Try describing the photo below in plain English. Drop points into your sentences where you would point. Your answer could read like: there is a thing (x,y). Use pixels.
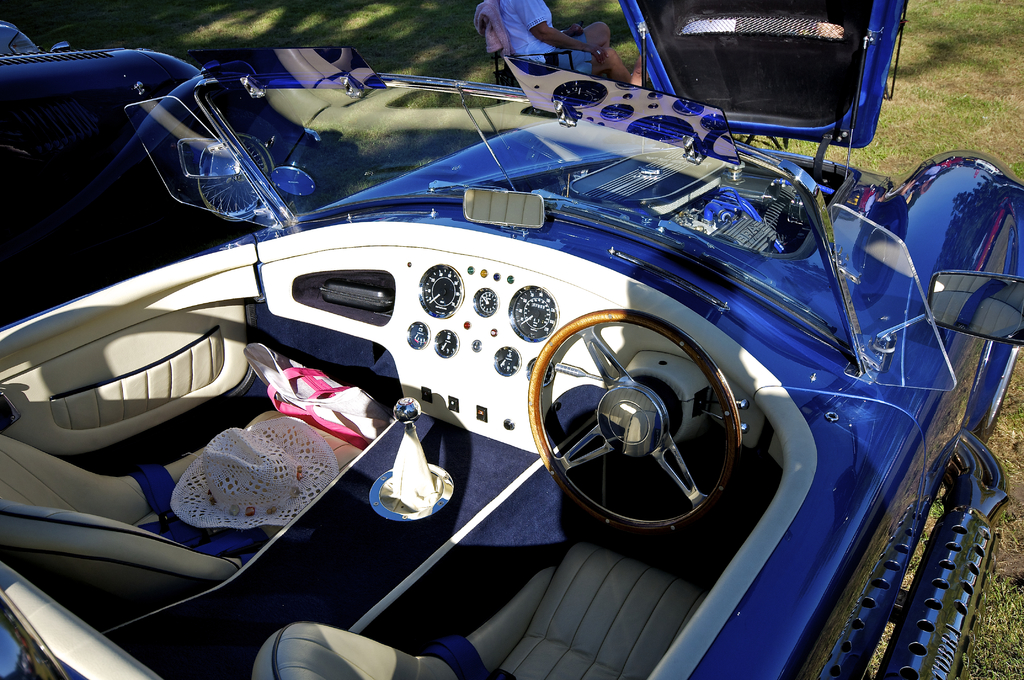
In the image in the center (634,270) we can see one blue color vehicle (548,450). In the vehicle (471,424), we can see gear lever (422,480), seats (353,648), hat (240,471), cloth (367,406), steering wheel (653,416) and few other objects (540,222). In the background (157,36) we can see grass (323,20) and one person (597,61) sitting on the chair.
